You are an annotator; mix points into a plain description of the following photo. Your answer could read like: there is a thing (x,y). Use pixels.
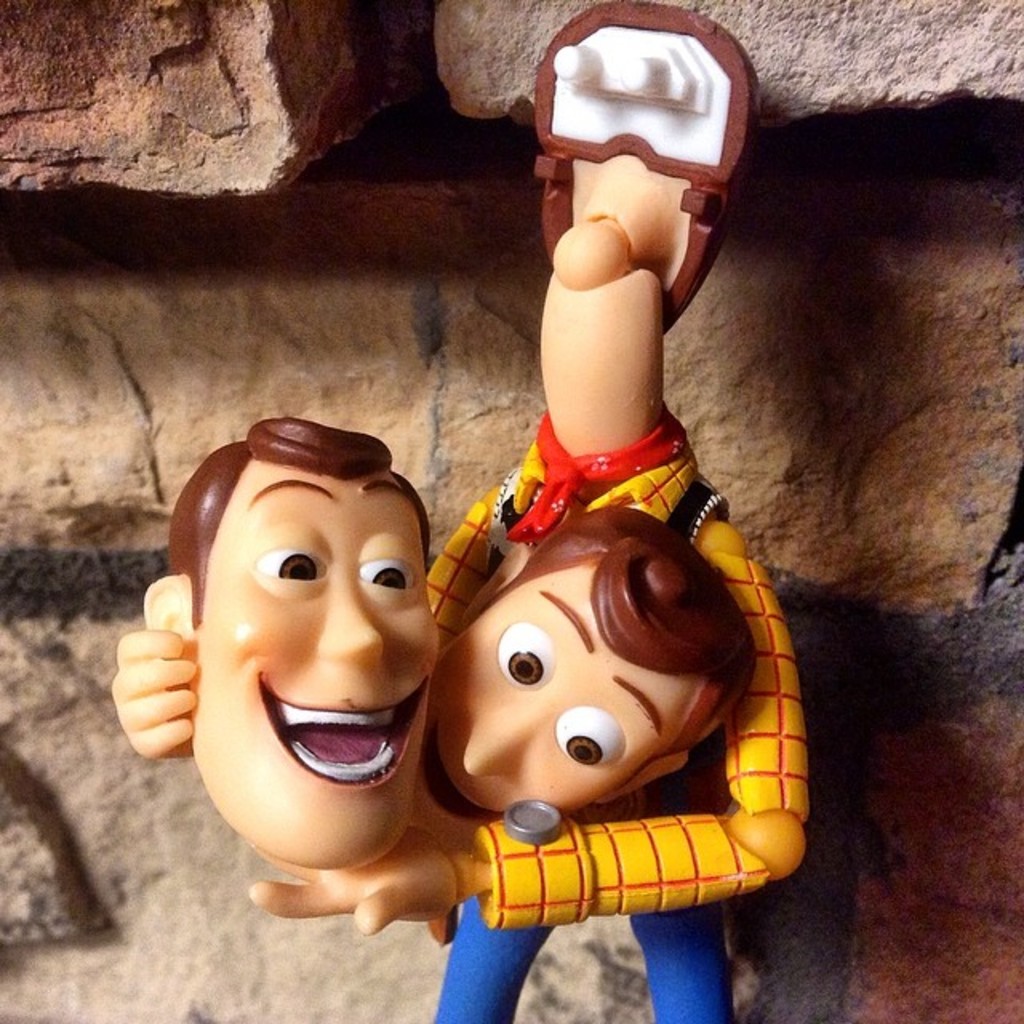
In this image there is a toy (296,720), in the background (434,35) there is a brick wall (152,540).
